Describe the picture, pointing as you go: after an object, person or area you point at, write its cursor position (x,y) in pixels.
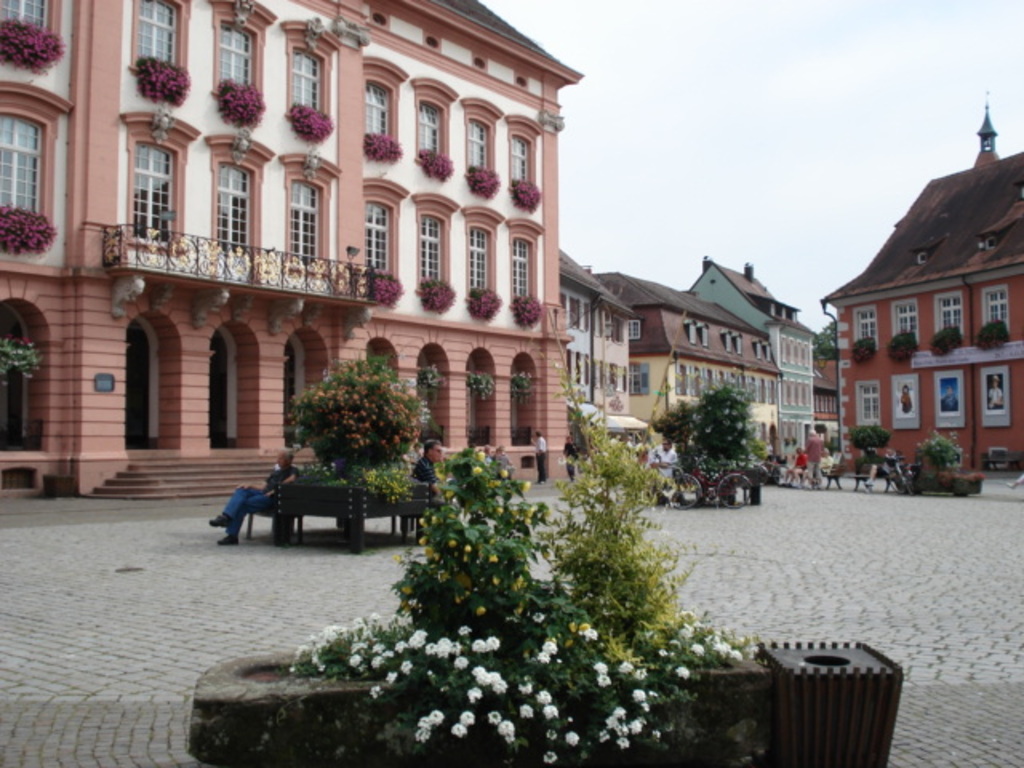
In the image we can see there are many buildings (632,283) and these are the windows (167,173) of the buildings (292,195). We can see there are even people (255,492) wearing clothes (241,498) and they are sitting on the bench (367,504) and some of them are standing. This is a footpath (127,578), plant (522,573), flower (478,679) and other object (862,685).
